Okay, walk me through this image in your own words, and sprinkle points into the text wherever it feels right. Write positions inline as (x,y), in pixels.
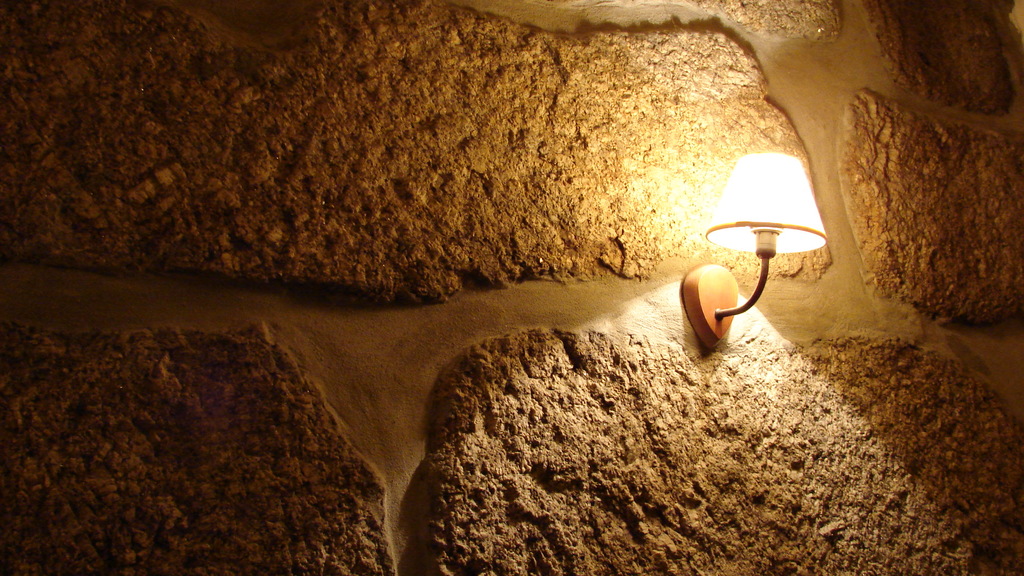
In this picture I can see a light (737,298) on the stone wall (753,254).
